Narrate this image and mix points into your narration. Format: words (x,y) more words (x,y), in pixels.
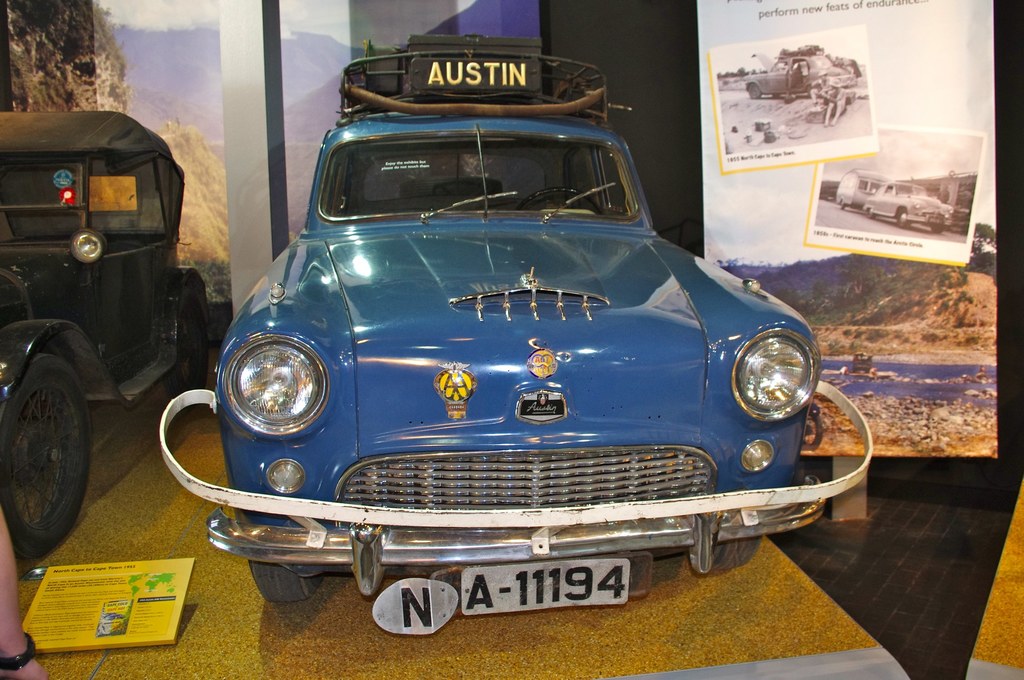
In this image we can see a blue color vehicle (600,330) on the floor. In the background of the image (772,66) there is a banner (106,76). On the left side of the image (40,123) there is another vehicle (145,164). At the bottom of the image (644,631) there is the floor (259,617) and a board (86,643). On the left side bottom of the image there is the person's hand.
